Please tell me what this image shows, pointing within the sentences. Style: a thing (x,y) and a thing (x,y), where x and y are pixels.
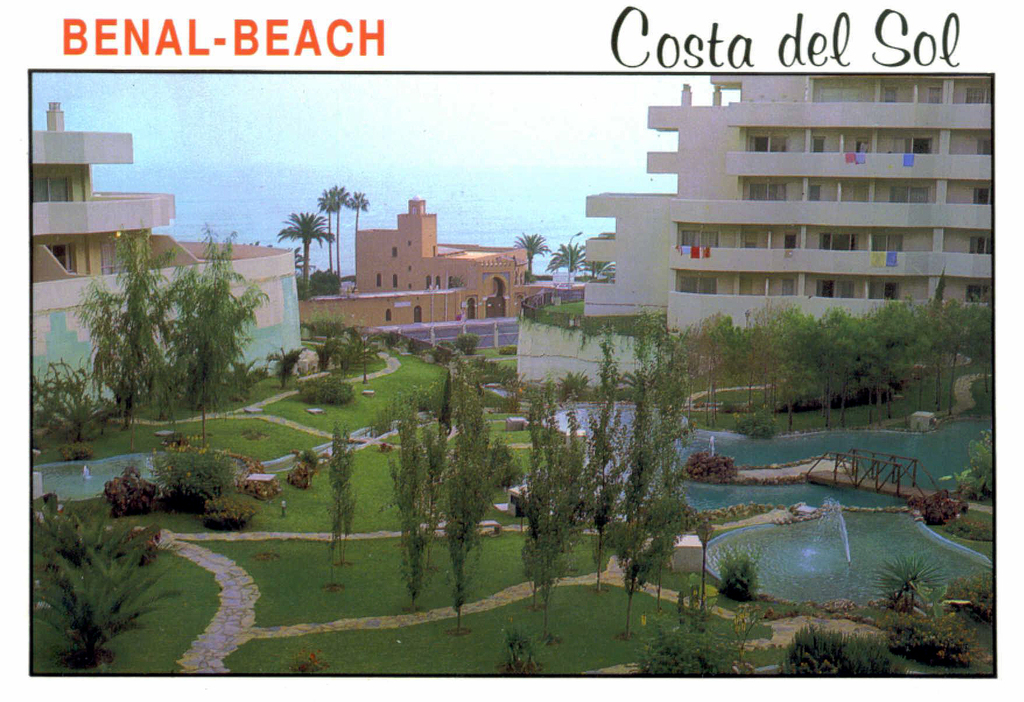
This is an edited picture. I can see buildings (408,231), there are swimming pools (805,452), fountains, there is a bridge (847,468), there are plants (539,396), trees (633,484), there is water (347,181), and in the background (357,124) there is the sky (487,127) and there are words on the image.
